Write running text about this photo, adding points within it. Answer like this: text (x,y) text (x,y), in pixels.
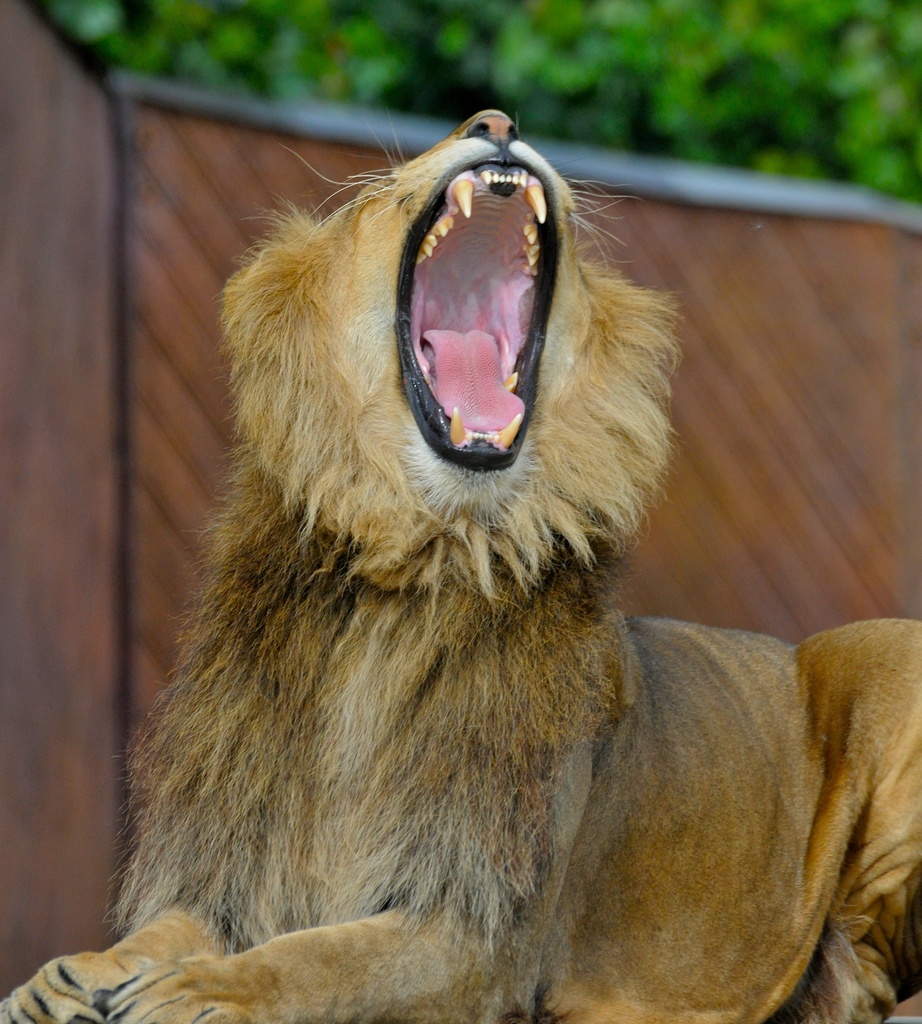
Here in this picture we can see a lion (652,775) yawning, as we can see its mouth (398,337) wide opened and behind it we can see a wall (22,339) present and we can see trees (582,59) present all over there.
